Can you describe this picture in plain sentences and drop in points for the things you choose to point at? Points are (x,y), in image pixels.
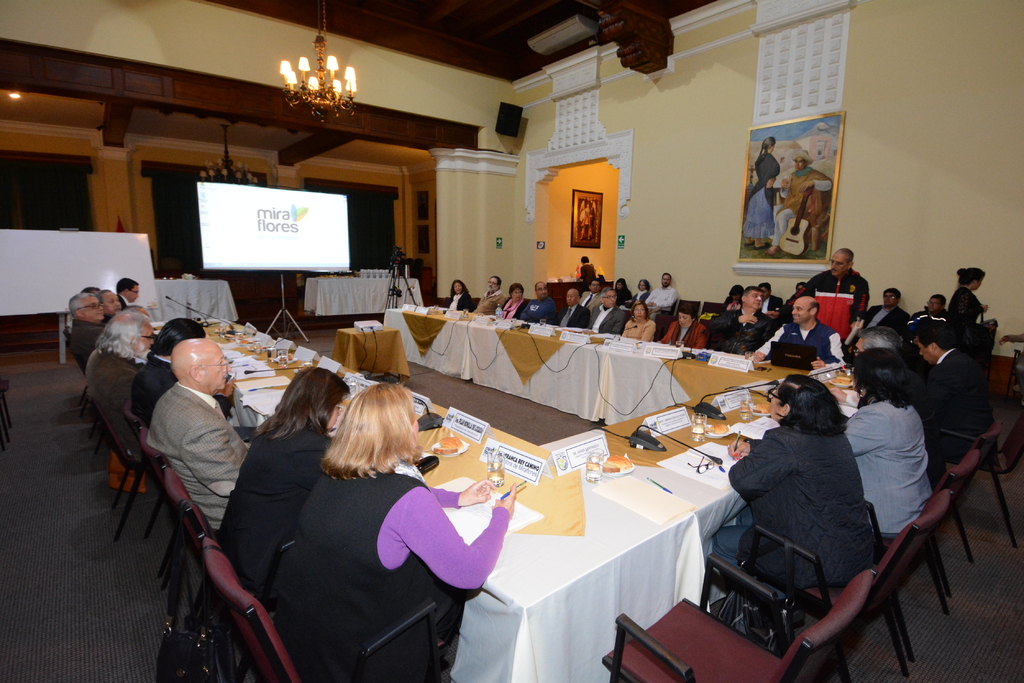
In the image there is a table (662,407) with mics (640,436), name boards (526,471), plates (434,448) with food items (615,470) and glass (600,471) with water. There are few people (723,317) sitting on the chairs (628,665). There is a screen (293,221) and also there is a board (133,260). There are walls (799,59) with frames (788,224) and windows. And also there are pillars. At the top of the image (223,176) there is a chandeliers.
